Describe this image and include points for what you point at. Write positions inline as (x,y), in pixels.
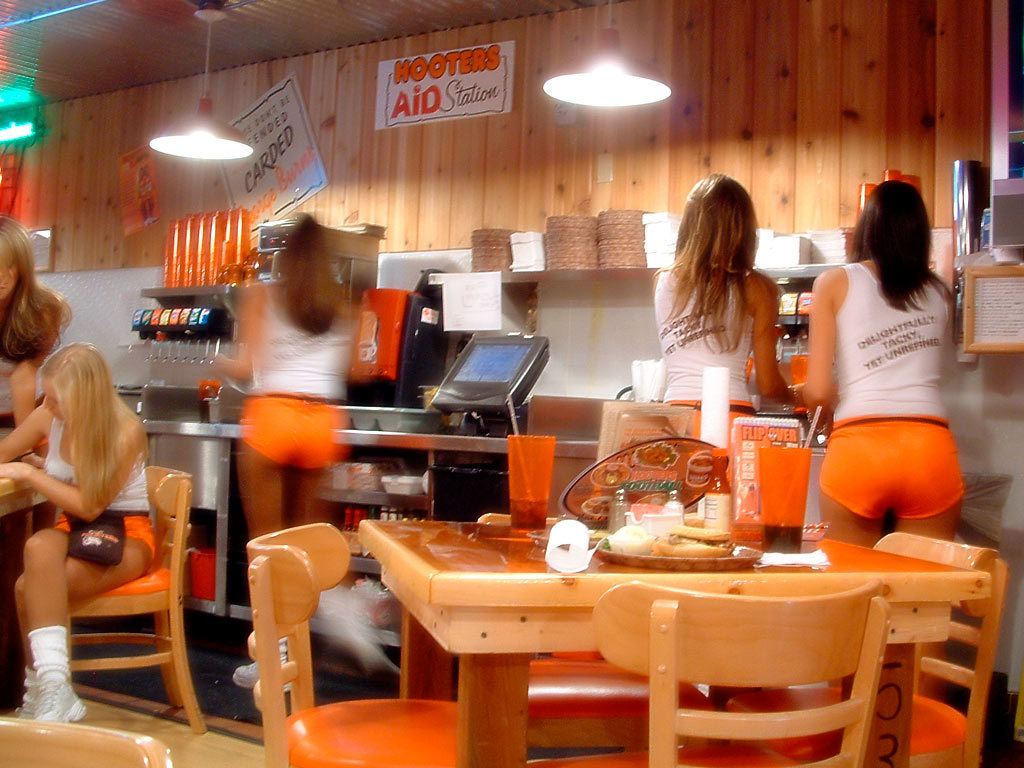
In this picture there are group of girls (885,443) where some are sitting and some are standing at the canteen counter (355,553) at the right side of the image (750,250) and drink dispenser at the left side of the image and at the center of the image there are tables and chairs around the area, at the top of the image (200,143), there are two lamps (218,150) around the area of the image.
